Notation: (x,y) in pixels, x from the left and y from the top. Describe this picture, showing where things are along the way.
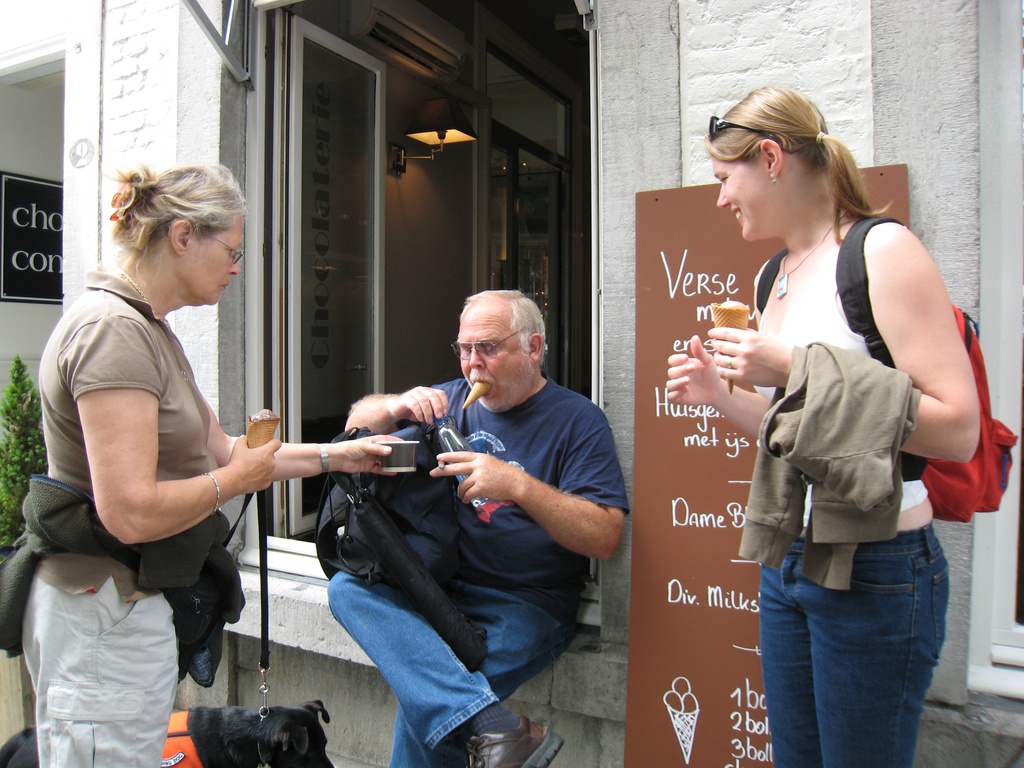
As we can see in the image there is a white color wall (967,174), window (341,249), three people (186,424) over here and a plant (34,449).
